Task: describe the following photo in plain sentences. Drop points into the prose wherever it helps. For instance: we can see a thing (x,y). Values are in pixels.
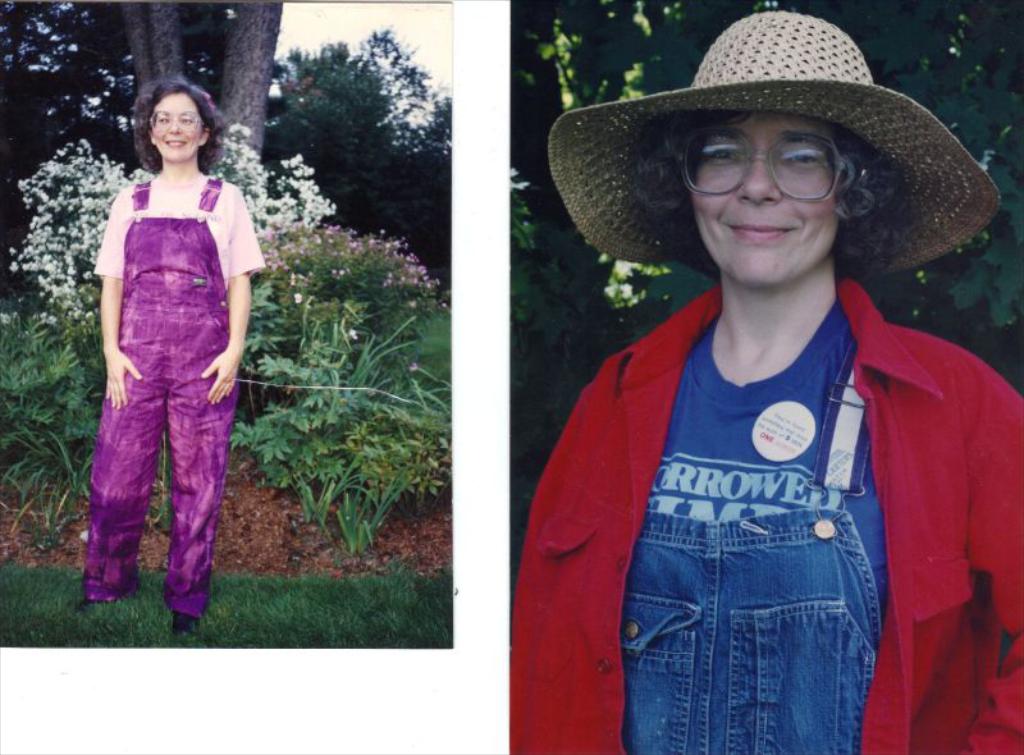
In the picture we can see two images, in the first image we can see a woman (100,584) standing on the grass surface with purple overalls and behind her we can see some plants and flowers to it and in the second image we can see a woman (691,536) standing and she is wearing a red color shirt (1019,461) and blue T-shirt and a hat (791,73) and in the background (641,329) we can see trees (972,322).
